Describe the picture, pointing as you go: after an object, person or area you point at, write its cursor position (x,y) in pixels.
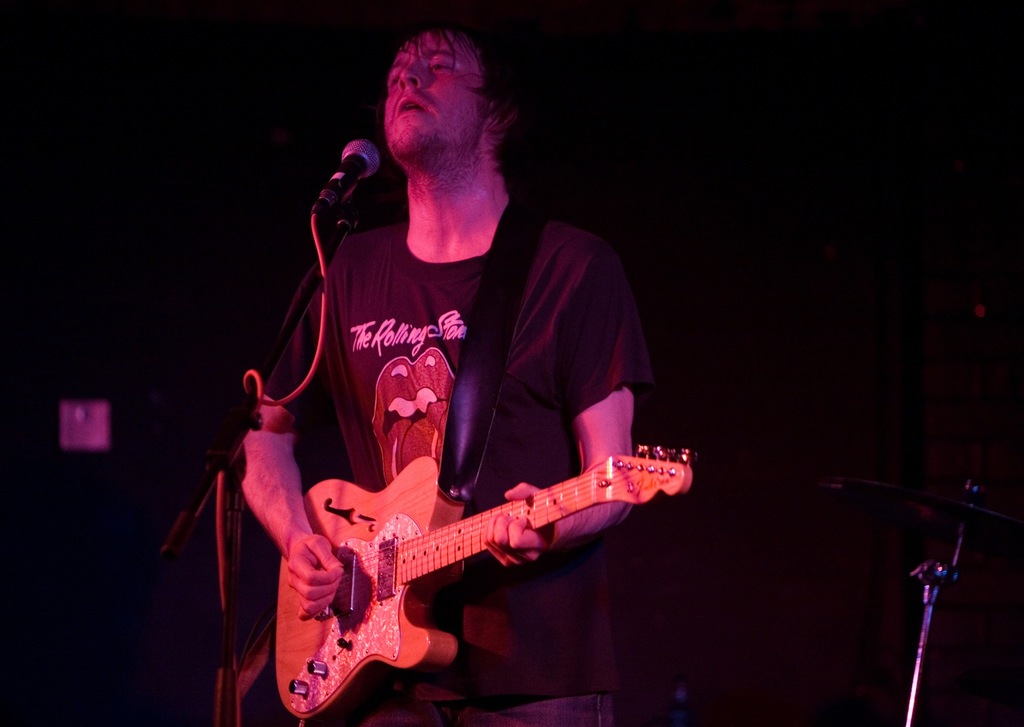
In this image I can see a person (417,246) standing in-front of the mic (348,191) and holding the guitar (395,594).
